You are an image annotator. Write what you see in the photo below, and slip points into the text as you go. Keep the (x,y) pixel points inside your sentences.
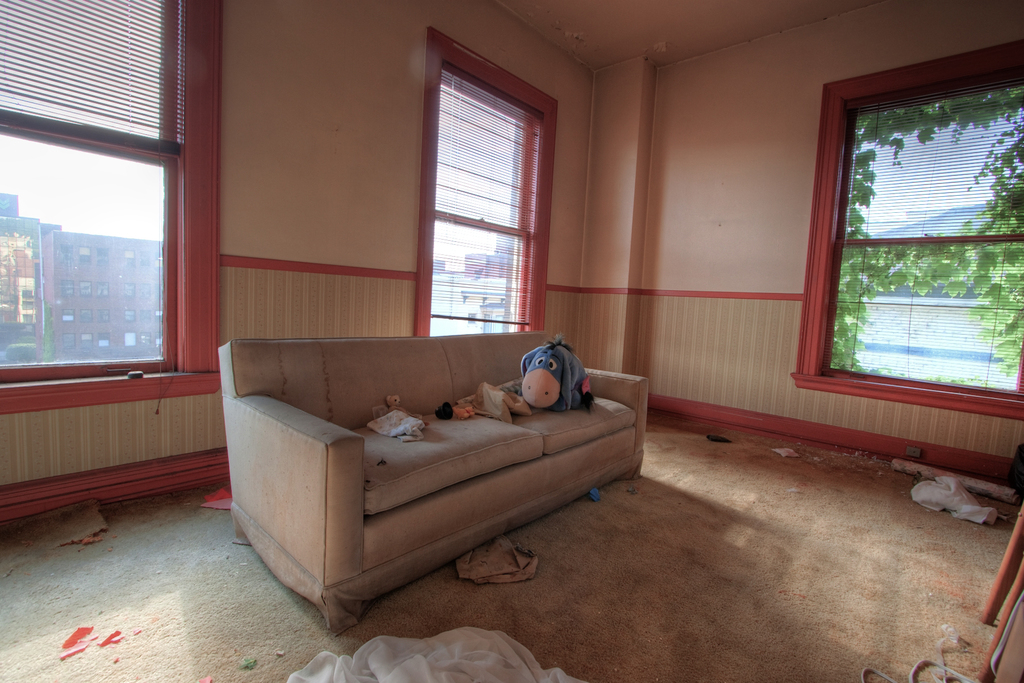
In this picture i could see brown color sofa (390,463) on the sofa (600,444) there are some soft toys (551,373) and it is in the room (508,652). They are on the carpet (740,551) which is also brown in color, and in the background (904,242) i could see a window (98,175) with glass (92,153) and blinds (926,276).
